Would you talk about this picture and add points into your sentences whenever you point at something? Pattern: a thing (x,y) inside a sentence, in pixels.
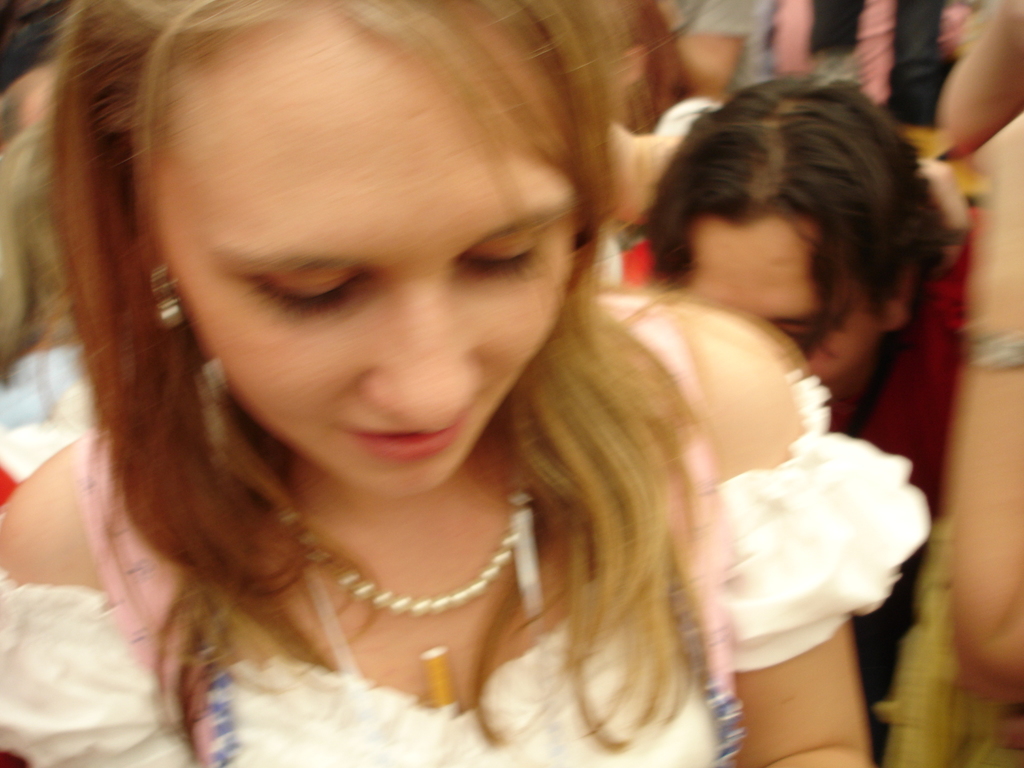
In this image, we can see a woman (438,573) in a white dress (343,753). On the right side of the image (816,171), we can see man (916,398). In the background (991,479), there are people (15,281) and blur view.
